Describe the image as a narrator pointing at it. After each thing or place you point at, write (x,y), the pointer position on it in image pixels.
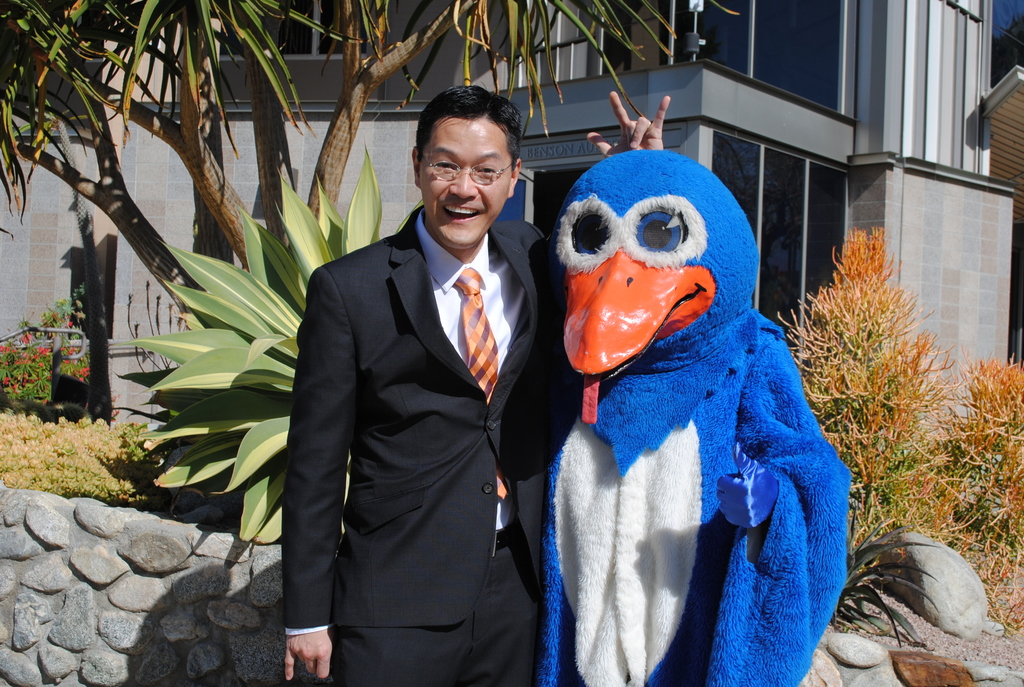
This image is clicked outside. There is a person (491,388) in the middle (491,400). There is another person (719,422) who is wearing a mask (651,336). There are trees (188,144) behind them, there is a building (300,176) behind them.
